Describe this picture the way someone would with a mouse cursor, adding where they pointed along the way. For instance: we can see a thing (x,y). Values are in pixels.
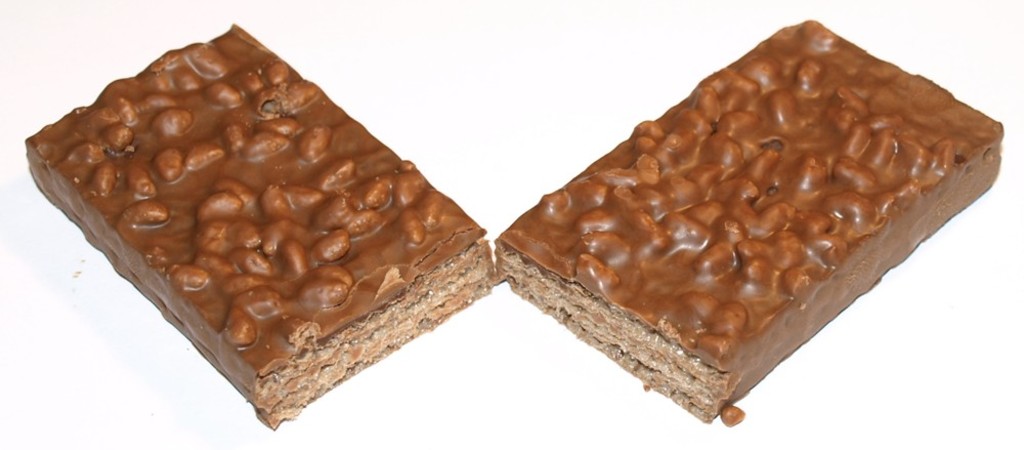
In this picture I can see couple of chocolate bars (604,246) and I can see white background (387,87).
